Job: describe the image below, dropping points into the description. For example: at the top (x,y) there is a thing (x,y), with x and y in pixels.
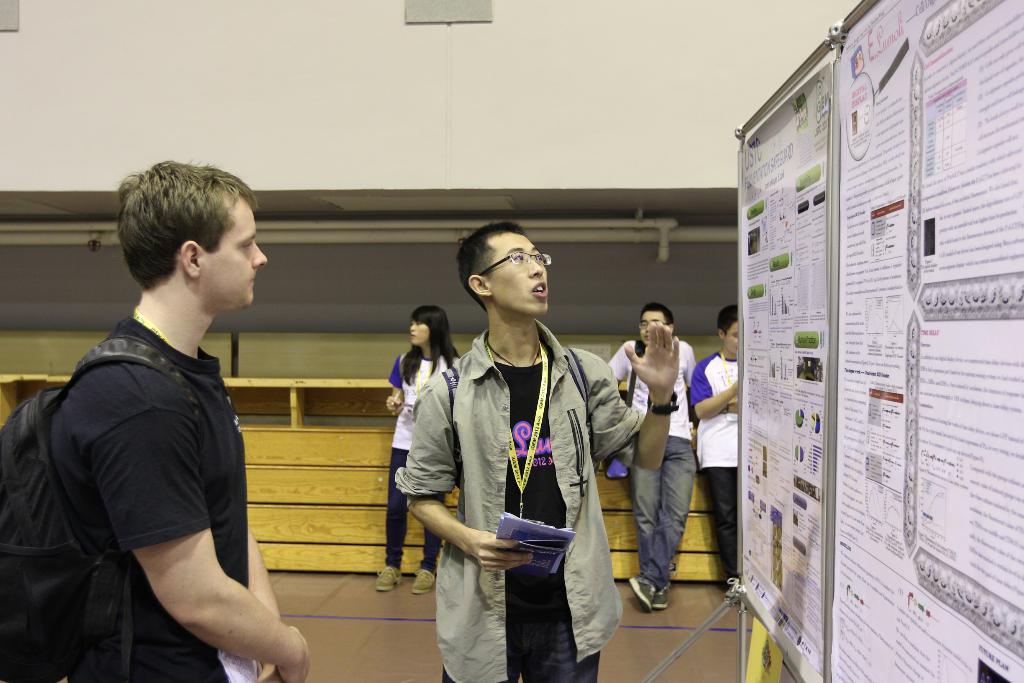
This picture describes about group of people (395,456), in the middle of the image (543,403) we can see a man (573,417), he wore spectacles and he is holding books (528,574), beside to him we can find few papers (791,326) on the board (893,454), on the left side of the image (180,423) we can find another man (145,479), he wore a bag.
